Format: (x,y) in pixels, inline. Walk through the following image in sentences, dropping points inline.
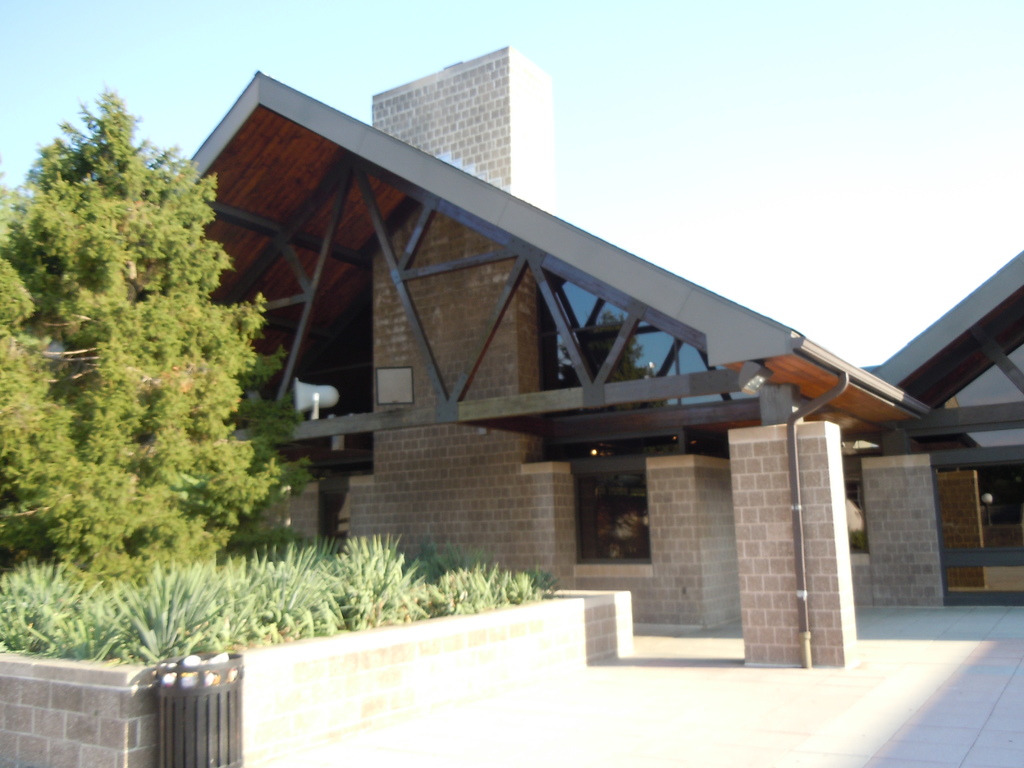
In this image in the front (301,619) there are plants (314,613) and in the background (604,574) there is a building (710,392). On the left side (177,332) there is a tree (116,394) and the sky (745,221) is clear.
